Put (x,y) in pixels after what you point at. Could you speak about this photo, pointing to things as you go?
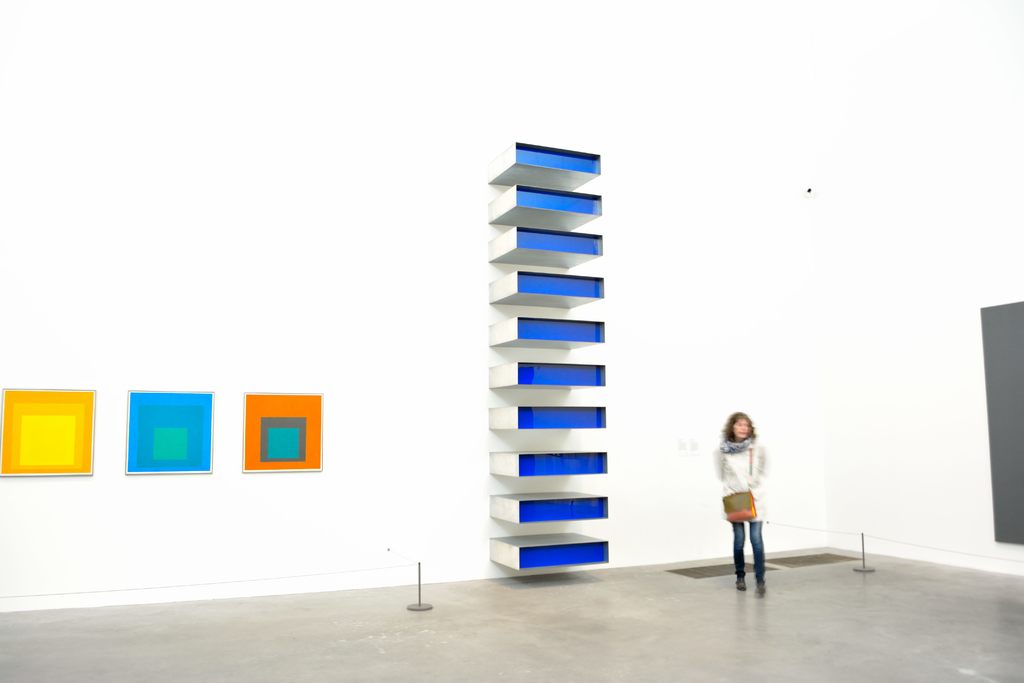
In this image there is a lady (758,531) standing on a floor (490,622), in the background (118,460) there is a wall (57,61) and there are blocks (498,180).
